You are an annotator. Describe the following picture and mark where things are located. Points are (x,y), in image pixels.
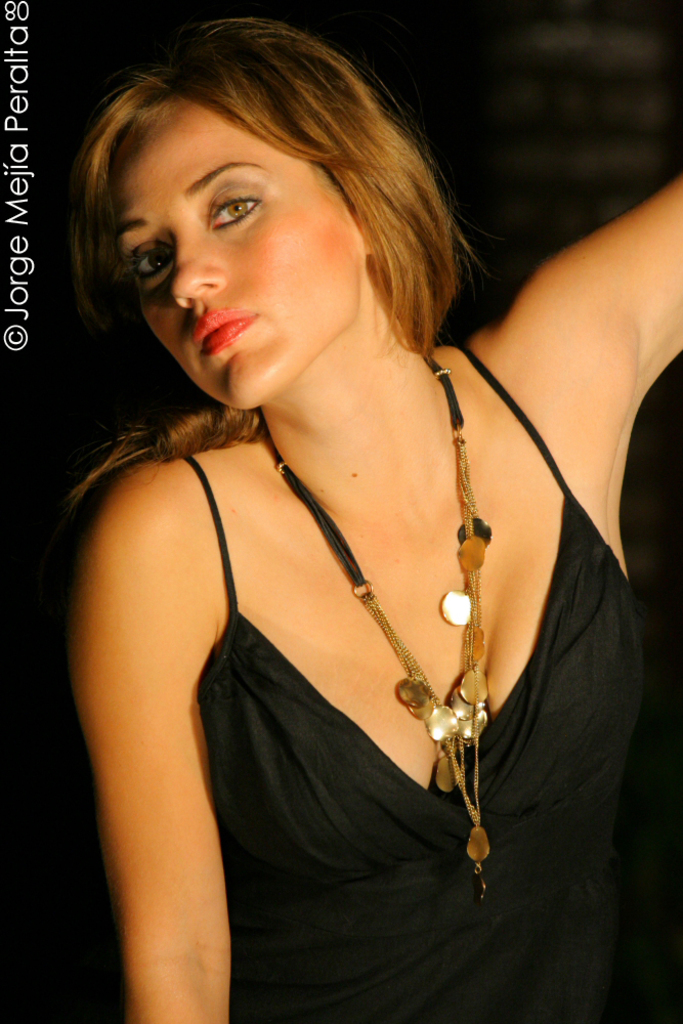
This picture consist of a woman (310,617) wearing a black colour dress (442,813).
